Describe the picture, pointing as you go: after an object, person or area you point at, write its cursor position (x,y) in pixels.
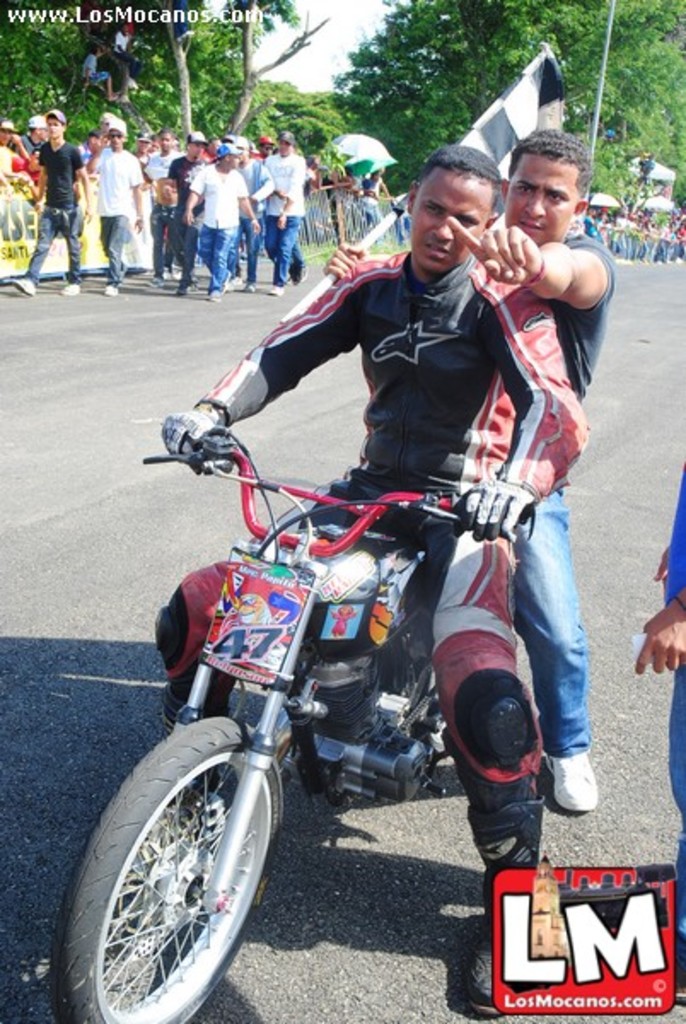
In the middle of the image (323,355) two persons (358,317) are riding motorcycle (207,910) on the road (335,385). Behind them few people (658,226) are walking on the road (267,260). At the top of the image (680,110) there are some trees (590,62).
